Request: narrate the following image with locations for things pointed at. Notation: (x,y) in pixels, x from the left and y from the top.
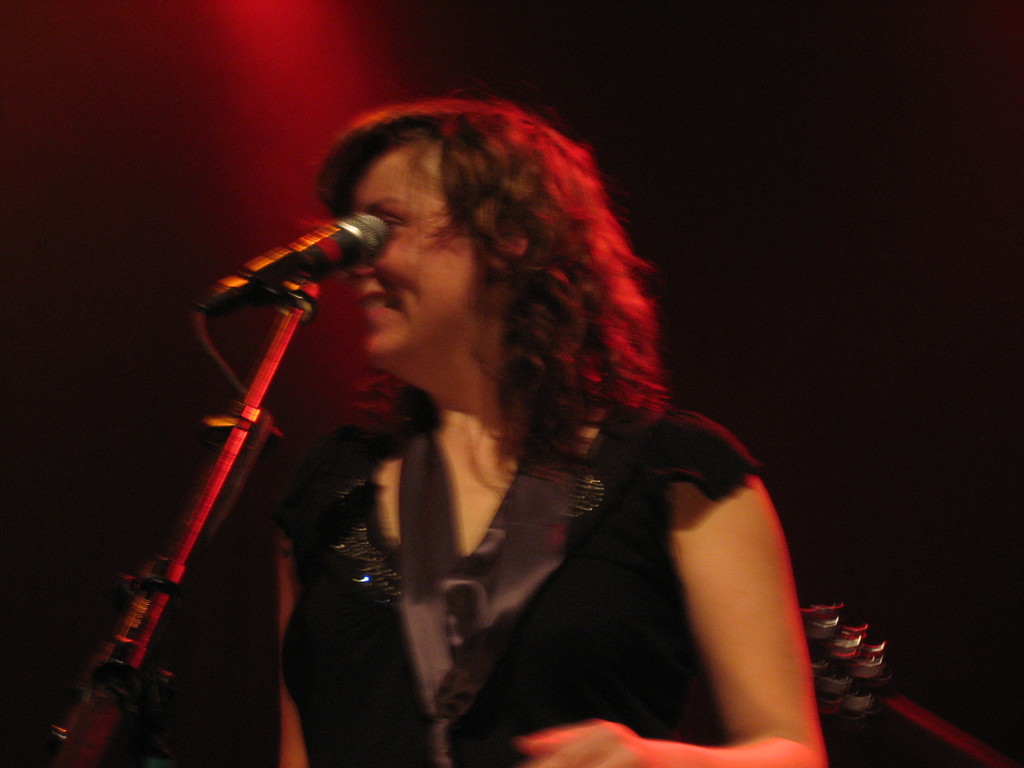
In the picture we can see a woman (428,602) standing near the microphone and smiling, she is with the black color dress (316,674) and on her we can see a red color light focus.
